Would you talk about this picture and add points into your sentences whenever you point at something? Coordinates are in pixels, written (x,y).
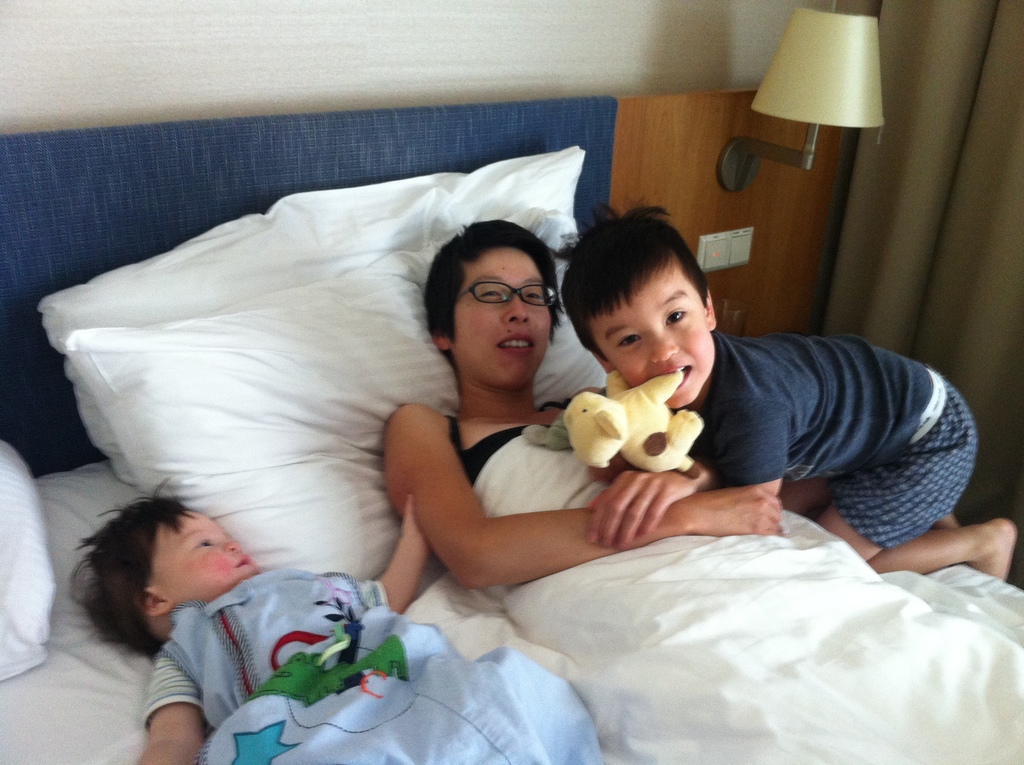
In the center of the image (359,476) there is a bed (575,575). There is a lady (524,417) and a baby (293,654) lying on the bed (663,687), next to them there is a boy (753,404). In the background (773,87) there is a lamp (811,154) attached to the bed (809,175) and there is a curtain (926,198).
